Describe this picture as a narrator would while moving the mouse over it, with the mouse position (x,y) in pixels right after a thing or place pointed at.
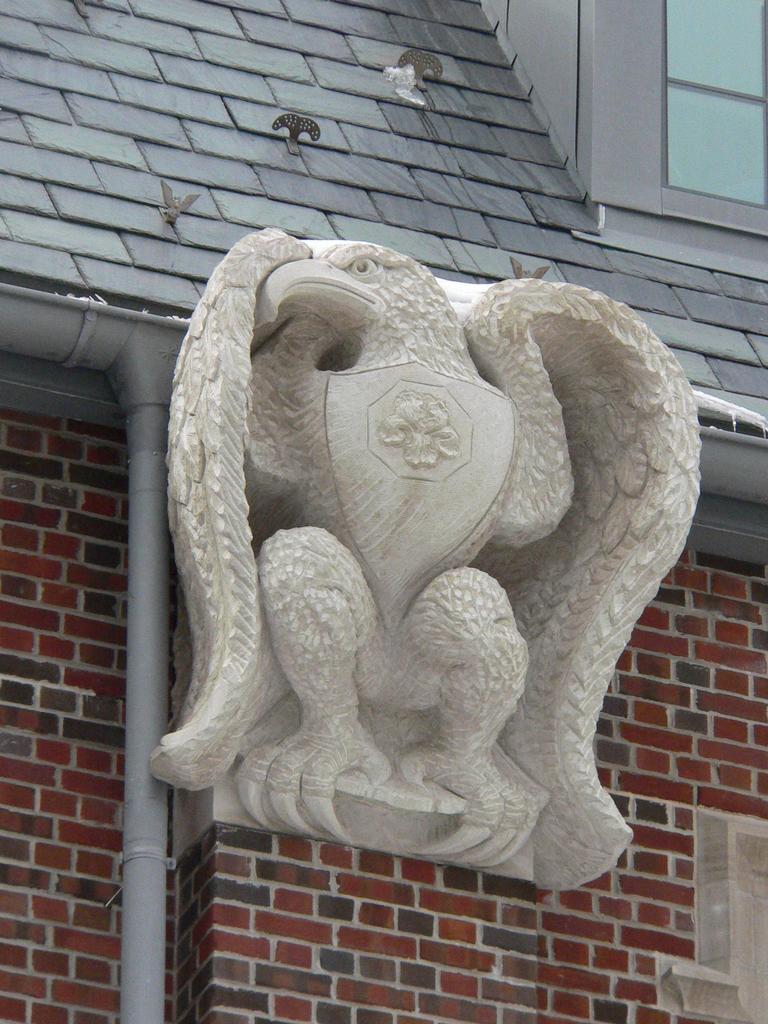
In this picture we can see statue (209,613) on the wall (97,587), pipe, window (706,109) and objects (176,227) on the rooftop (126,236).
